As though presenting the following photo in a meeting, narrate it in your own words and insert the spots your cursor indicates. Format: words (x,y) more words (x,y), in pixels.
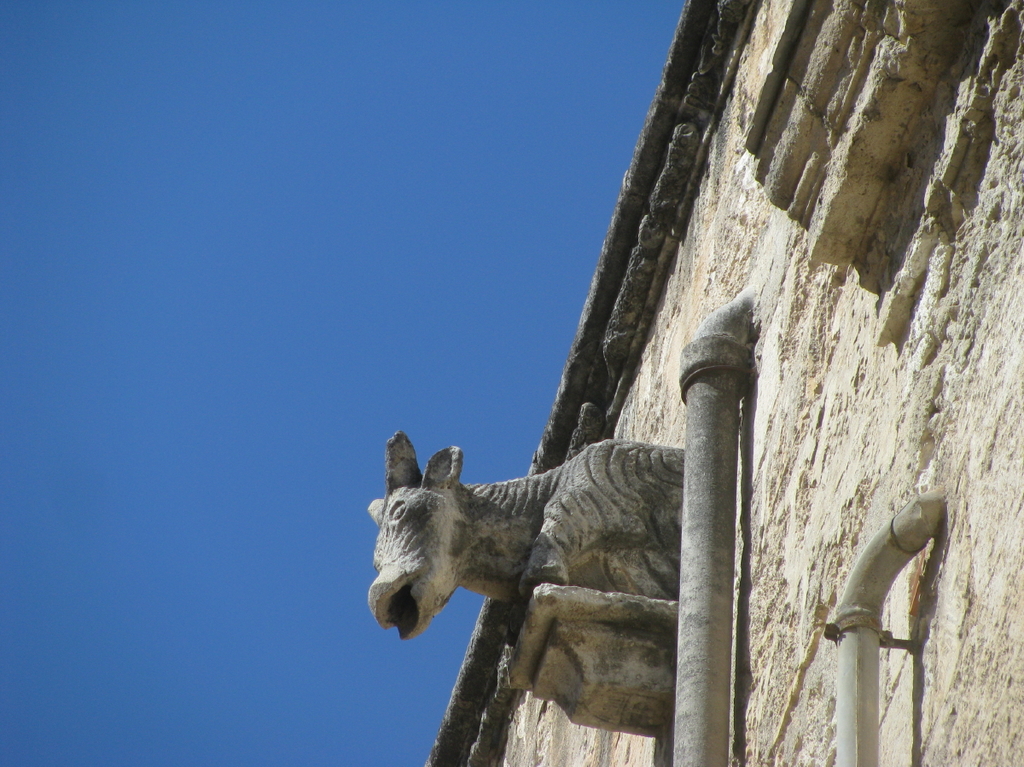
In this image we can see the statue (516,524). And we can see the wall (638,279). And we can see the pipeline (728,330). And we can see the sky (256,508).
